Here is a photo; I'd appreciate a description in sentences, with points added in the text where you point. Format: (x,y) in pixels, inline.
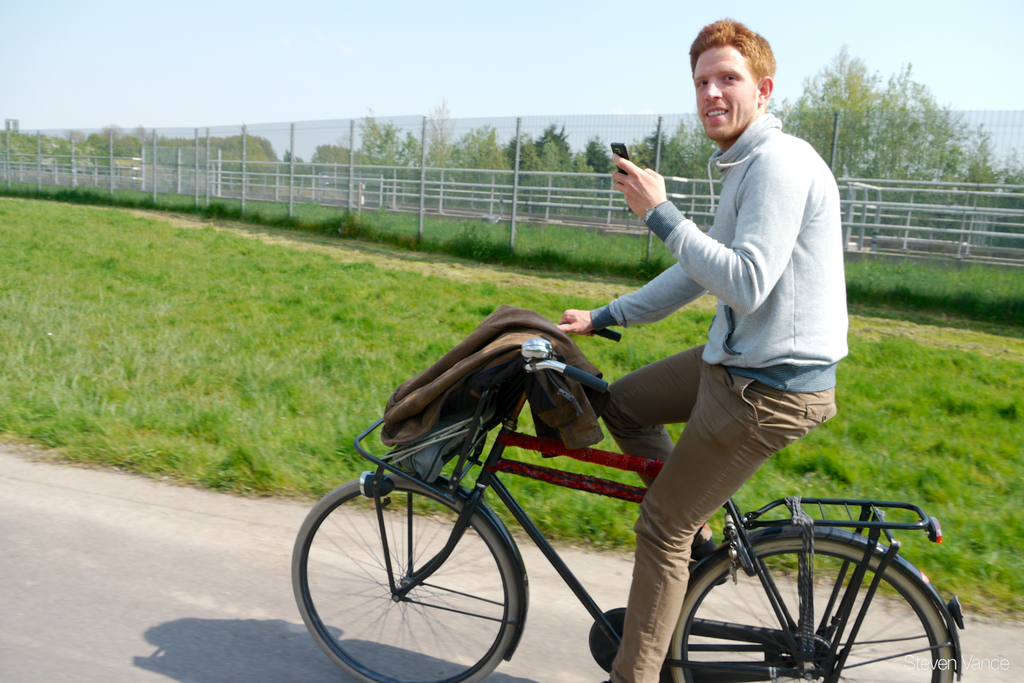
This picture is clicked outside the city. Here, we see a man (755,296) in grey jacket (776,231) is riding bicycle (493,537) and he is carrying mobile phone (616,160) in his hand (626,179). Beside him, we see grass (263,322) and beside grass (304,338), there is a fence (538,196) and behind that, we see trees (863,97) and sky (809,74).
